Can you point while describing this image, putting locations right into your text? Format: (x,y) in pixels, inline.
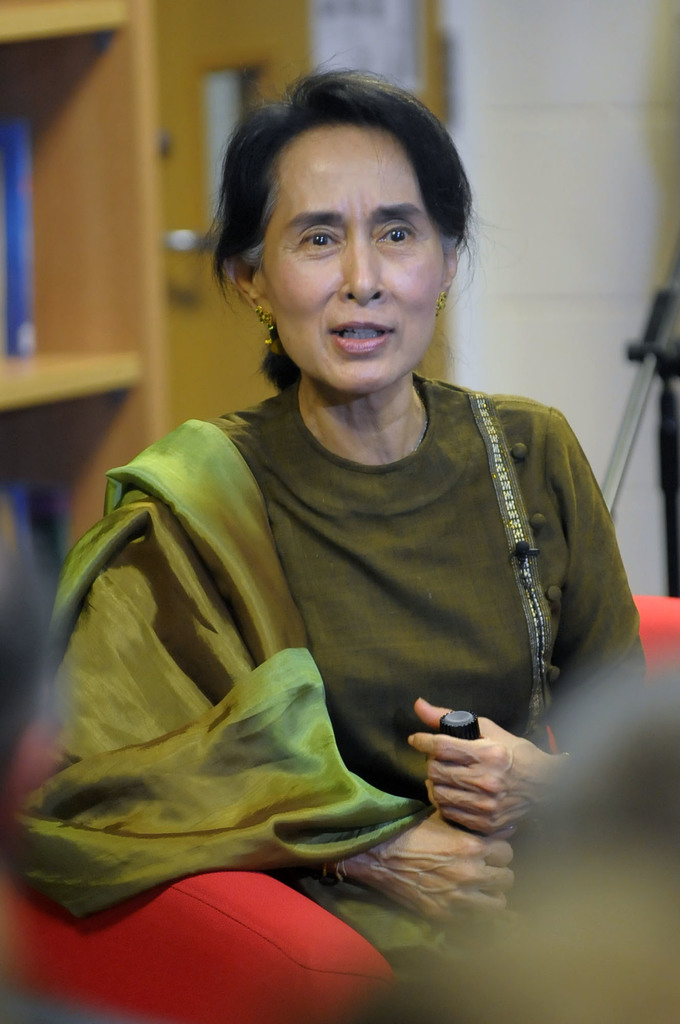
In the middle of the image (263,441) a woman (411,133) is sitting and holding something in her hand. Behind her we can see a wall (469,99), door (182,49) and cupboard (96,128).
